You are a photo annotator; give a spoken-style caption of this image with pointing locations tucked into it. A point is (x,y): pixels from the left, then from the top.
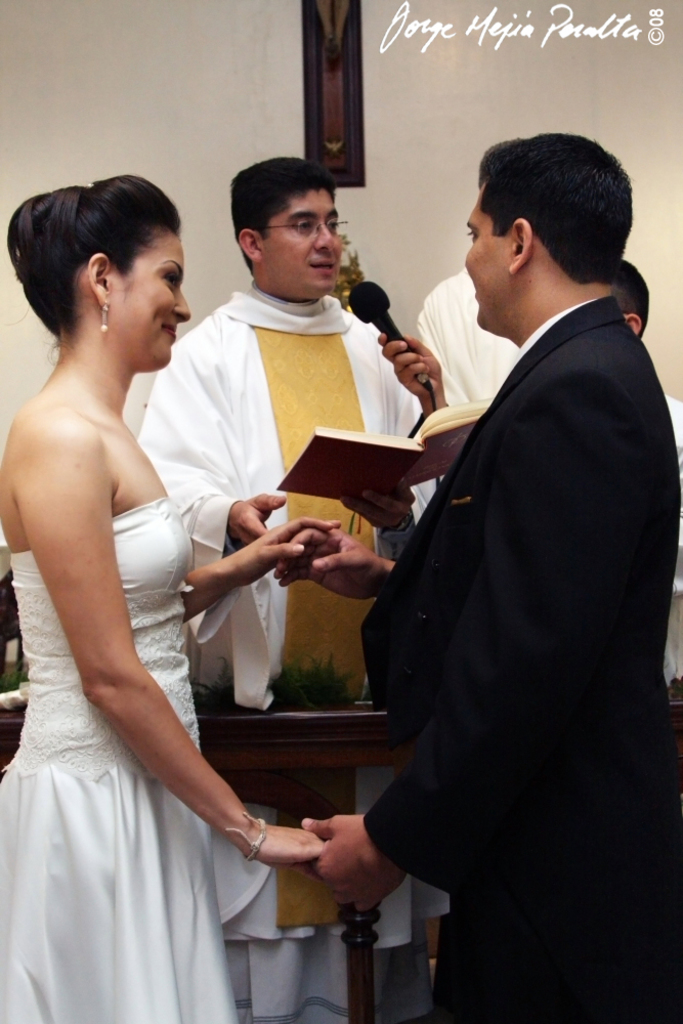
In this picture we can see a couple (130,366) getting married. In the center of the picture (333,357) there is a priest (335,334), holding bible (387,454). Beside him there is a person (447,347) holding mic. In the background (449,306) there are person (450,279), frame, flower vase (357,254) and other objects (6,617). In the center of the picture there is a desk (260,713).
